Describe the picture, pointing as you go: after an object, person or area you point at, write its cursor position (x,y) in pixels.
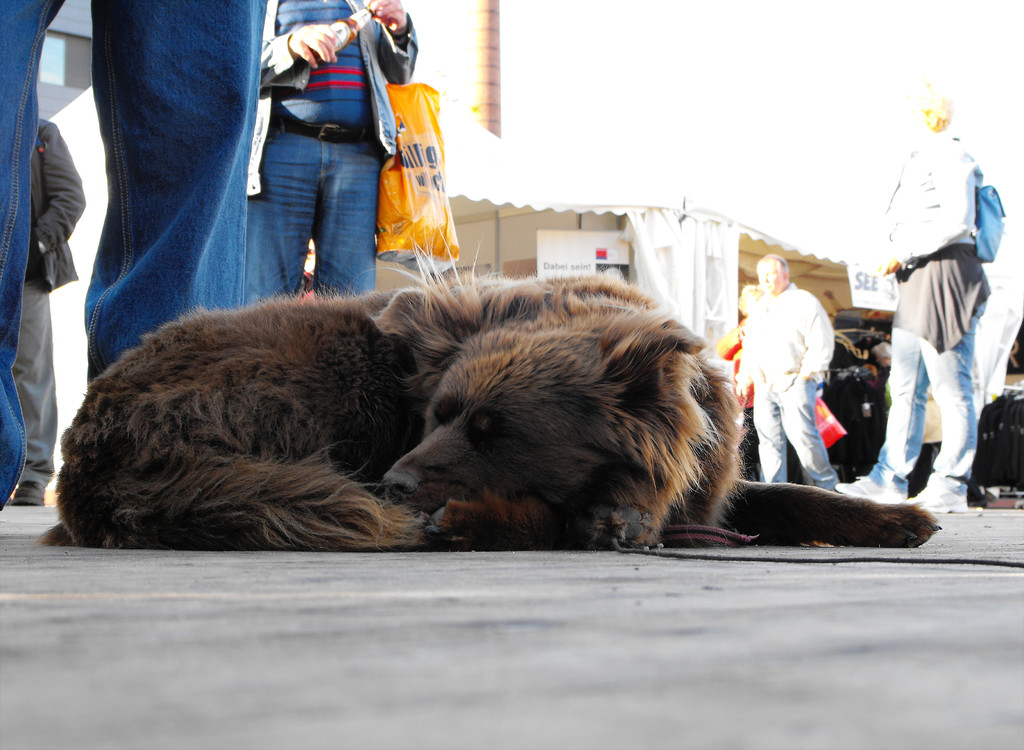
In the center (652,363), there is a dog (303,332) lying on a road (261,569). In the background (687,288), there are other persons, shelters (533,180), a tower (491,101), there are clouds (797,73) in the sky (915,73) and there are other objects (1017,405).
